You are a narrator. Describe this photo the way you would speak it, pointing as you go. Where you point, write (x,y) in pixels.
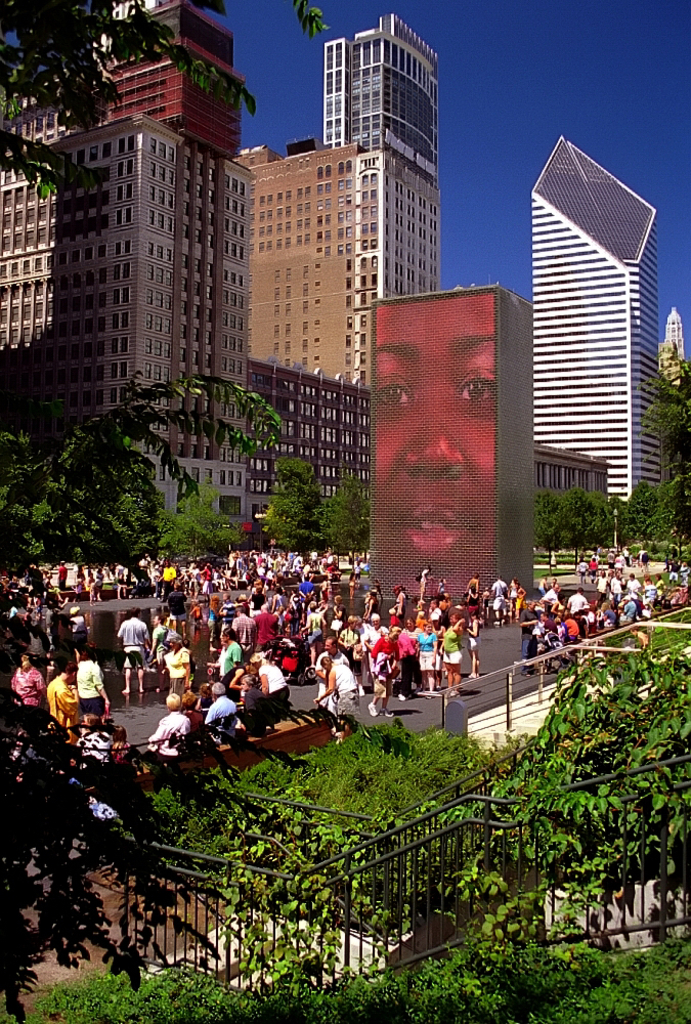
In front of the image there are plants (13,898). There is a railing (441,873). In the center of the image (456,644) there are people (337,632). There is a display board (375,553). In the background of the image (378,236) there are trees (632,503), buildings (611,271). At the top of the image (455,135) there is sky (517,138).
